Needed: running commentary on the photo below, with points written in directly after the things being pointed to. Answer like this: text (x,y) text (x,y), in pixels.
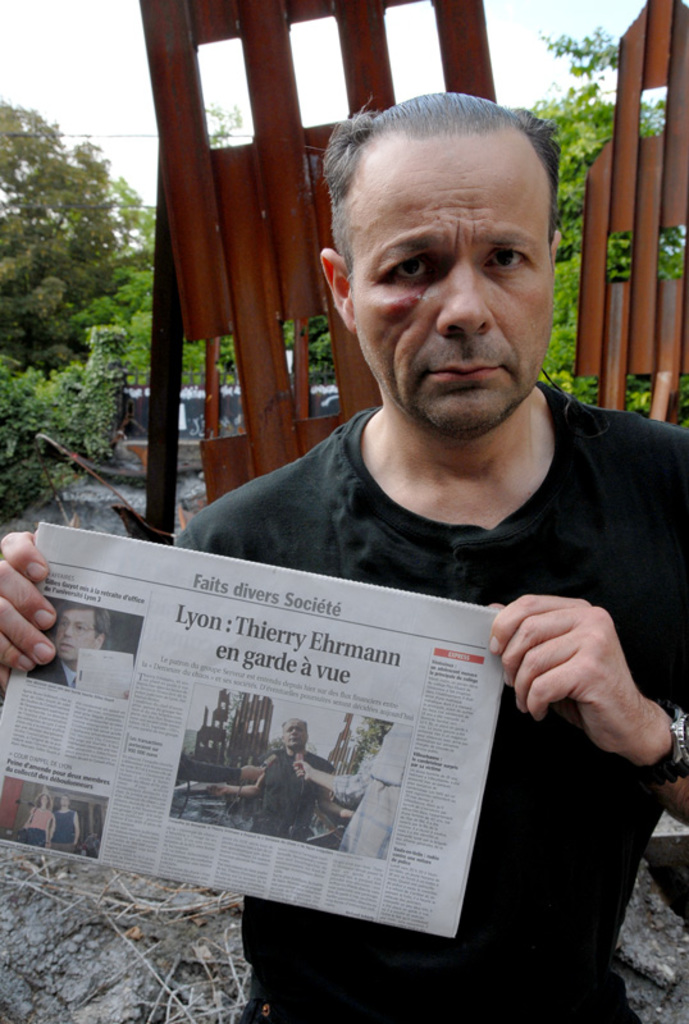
In this image there is a man (432,418) in the middle (372,549) who is showing the news article (283,683). In the background (69,232) there are trees (65,287). There are metal objects (606,164) behind the man (352,424). On the ground (95,961) there are dry sticks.
